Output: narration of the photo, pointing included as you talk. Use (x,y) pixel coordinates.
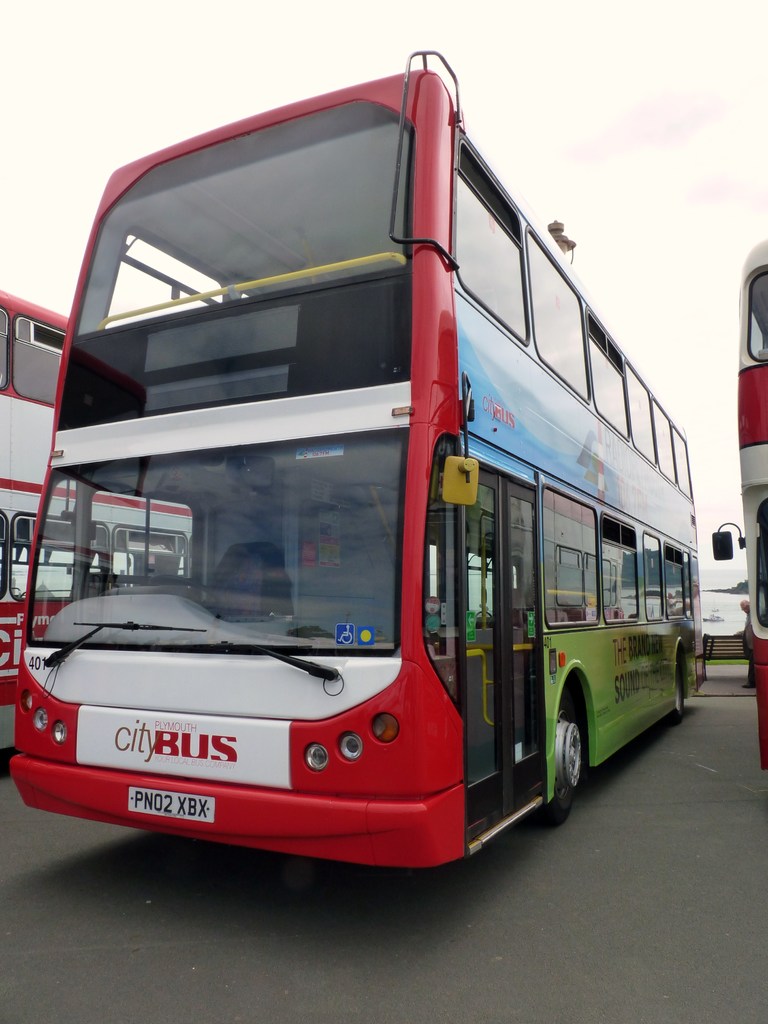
In this picture we can see three buses (226,609), in the background (708,657) there is a person (747,650) standing behind the bench (735,650), there is the sky (595,141) at the top of the picture (595,88).
